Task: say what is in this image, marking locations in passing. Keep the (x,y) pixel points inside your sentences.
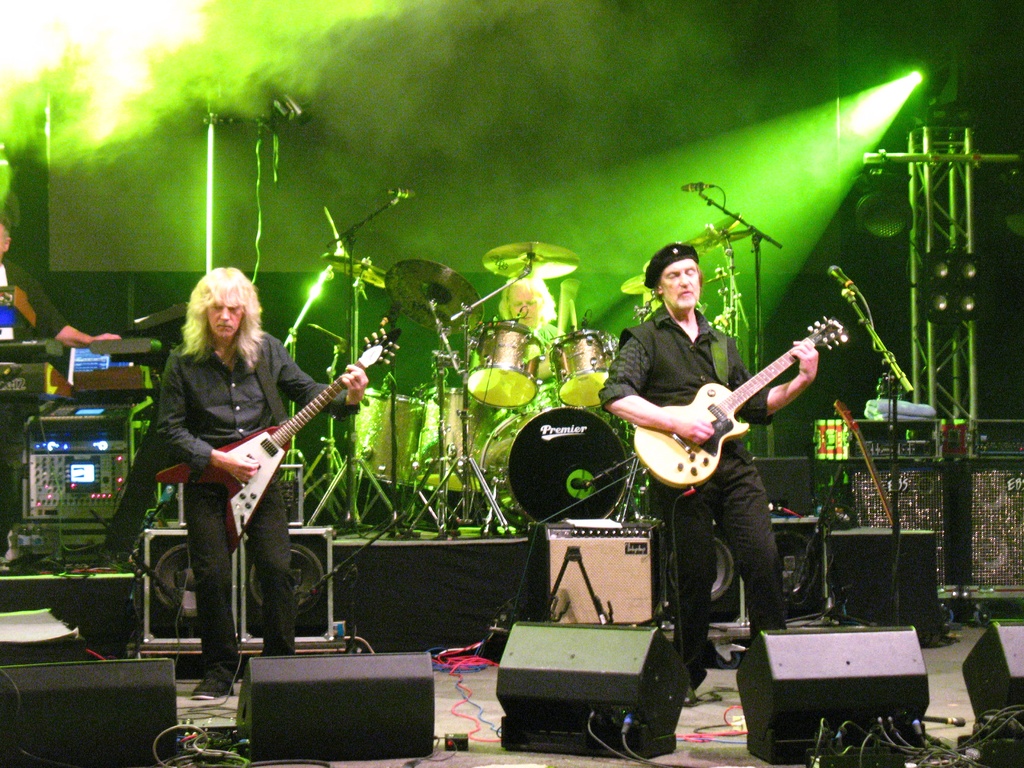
This is the image taken on the stage (469,713) where a group of musicians (208,447) are performing. The right side (724,439) the man (738,438) is holding a guitar (733,428) and playing it. In the center (552,339) the man (530,312) is sitting and playing a musical instrument (517,379). at the left side (224,402) man (231,399) wearing a black colour shirt (245,399) is holding a musical instrument (266,451) in his hand (232,462) and playing it. At the left side (47,317) the man (14,285) is playing some musical instrument (103,346). In the background (620,232) there are lights (838,148) smoke (211,64) in the front (228,745) there are musical instrument wires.
